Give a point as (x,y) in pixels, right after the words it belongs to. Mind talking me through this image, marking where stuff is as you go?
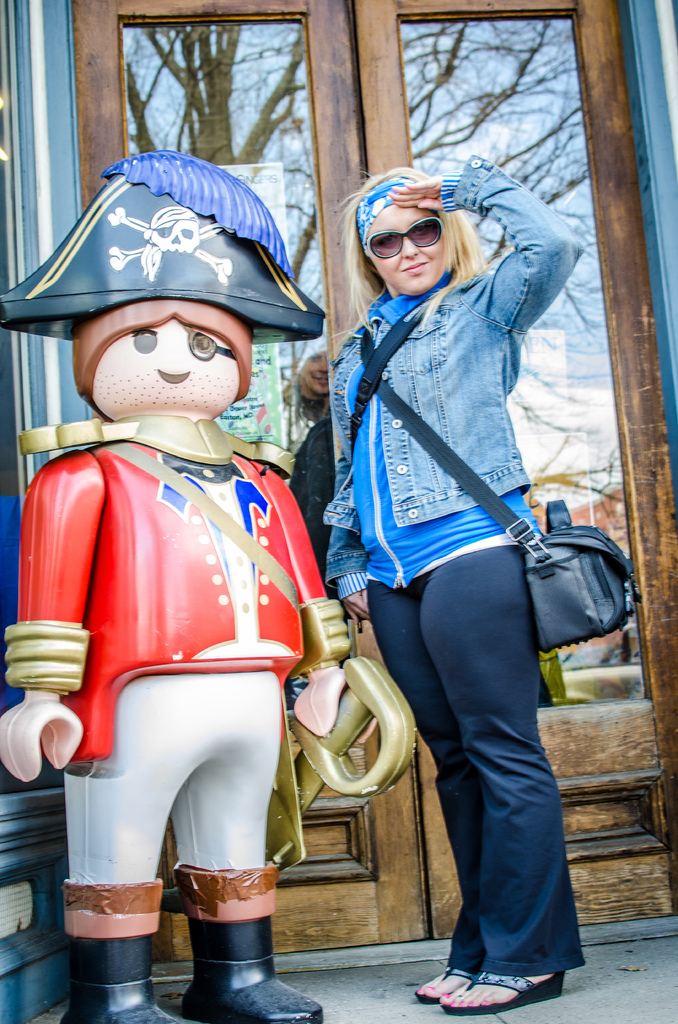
In the middle of the image (349,435) a woman (363,441) is standing and smiling. Beside her there is a doll (65,603). Behind them there is a door (654,736).
